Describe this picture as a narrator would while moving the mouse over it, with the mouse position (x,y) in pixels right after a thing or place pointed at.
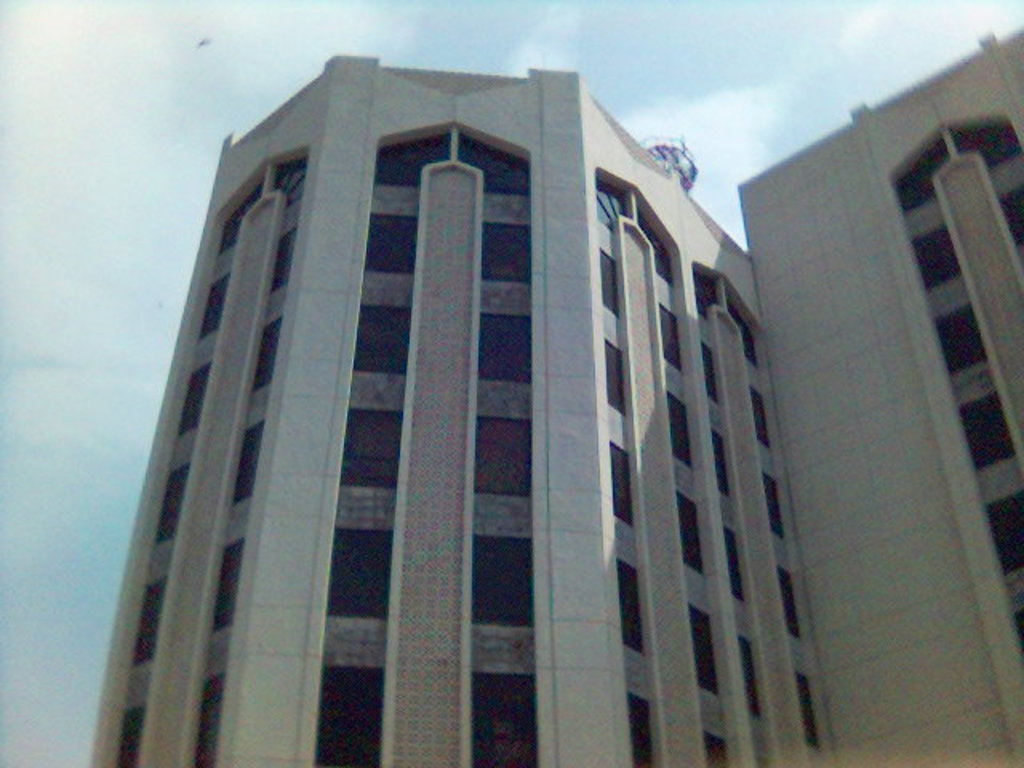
Here in this picture we can see a building (133,739) with windows (127,751) present on it over there and we can also see the sky (673,112) is partly covered with clouds (222,134) over there.
